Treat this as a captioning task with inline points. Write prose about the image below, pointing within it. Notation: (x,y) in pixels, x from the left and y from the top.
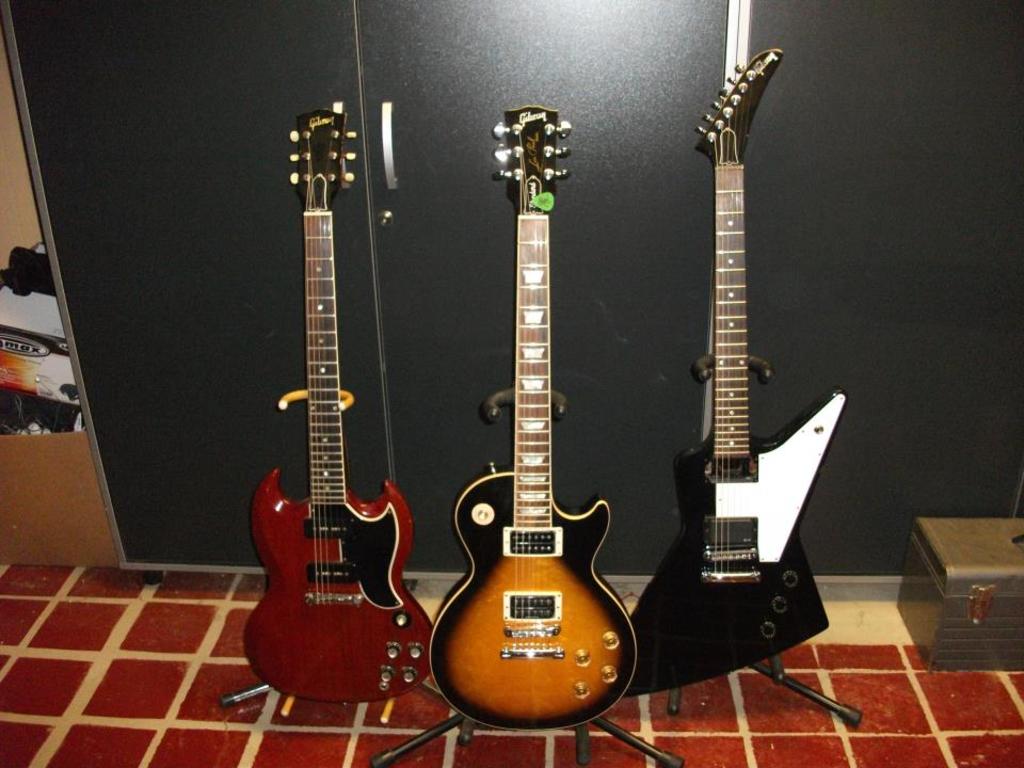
This image consist of a three guitars (521,540) kept in the center (542,507). At the right side (991,586) there is one box (996,571). In the background (765,212) there is a grey colour cupboard (460,174).
